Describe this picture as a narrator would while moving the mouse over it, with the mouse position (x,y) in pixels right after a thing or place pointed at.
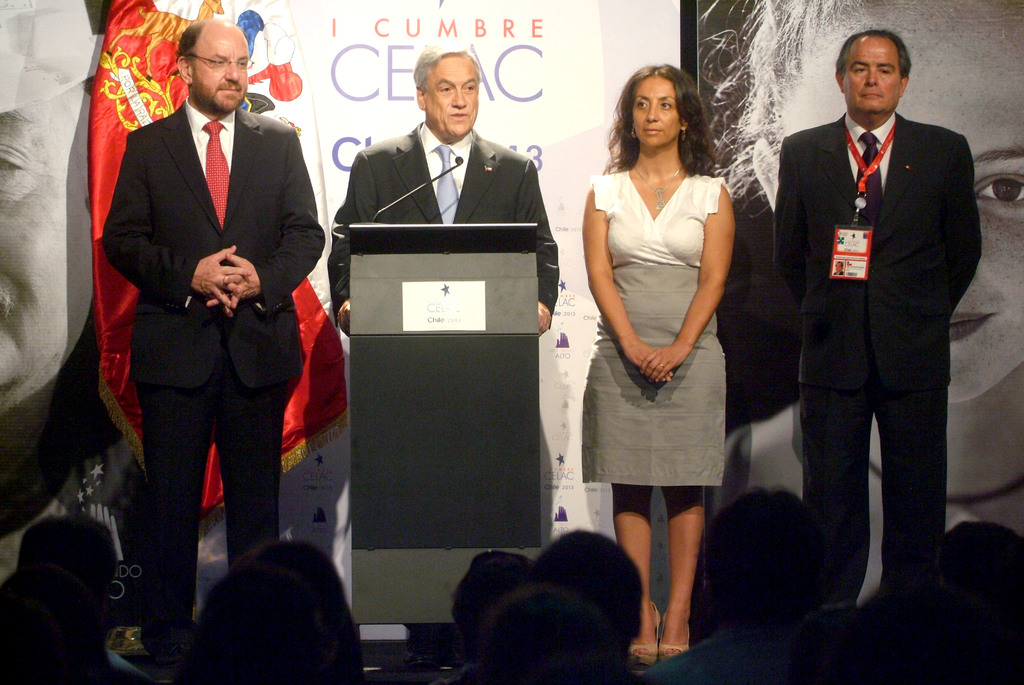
In this picture I can observe four members (627,172) standing on the stage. One of them is standing in front of a podium (450,242). Three of them are men (437,215) wearing coats (184,137) and one of them is a woman (647,391). In front of them there are some people (291,611) on the floor (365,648).
